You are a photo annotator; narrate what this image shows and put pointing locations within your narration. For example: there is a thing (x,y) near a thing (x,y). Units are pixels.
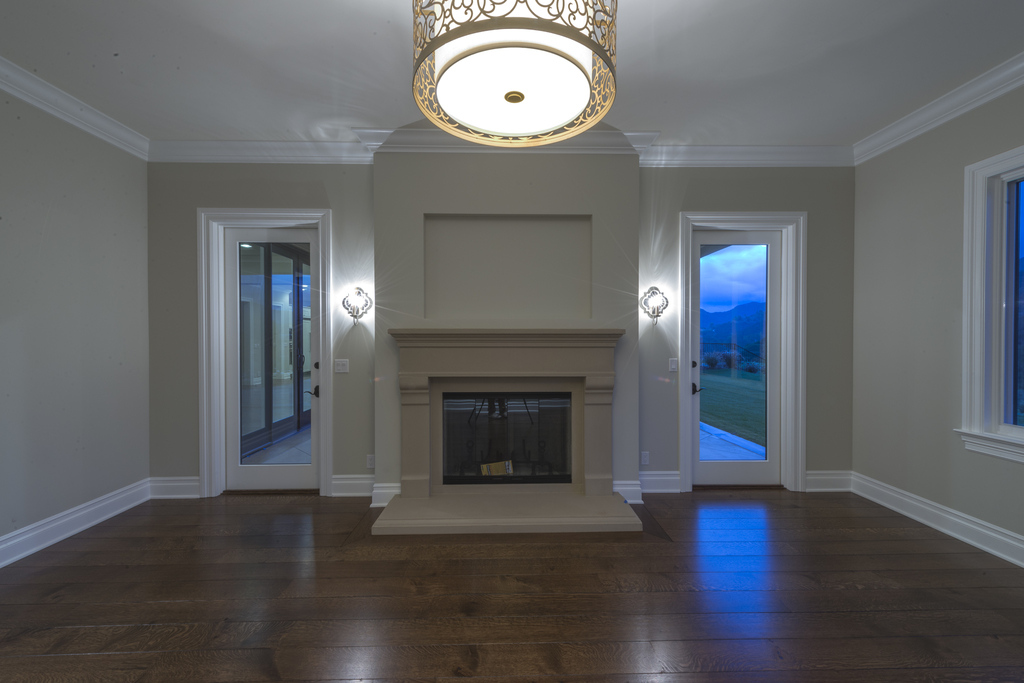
In this picture we can see the inside view of a building (27,468). There is a fireplace (506,455), wooden floor (425,605) and there are lights (357,305) on the wall (484,309). On the left (279,281) and right side of the fireplace (543,424), there are doors (270,396). Behind the door (716,355), there are hills (722,335), grass (712,390) and the sky (716,269). On the right side of the image (1015,335), there is a window (1015,353). At the top of the image (508,62), it looks like a lampshade (488,57).
